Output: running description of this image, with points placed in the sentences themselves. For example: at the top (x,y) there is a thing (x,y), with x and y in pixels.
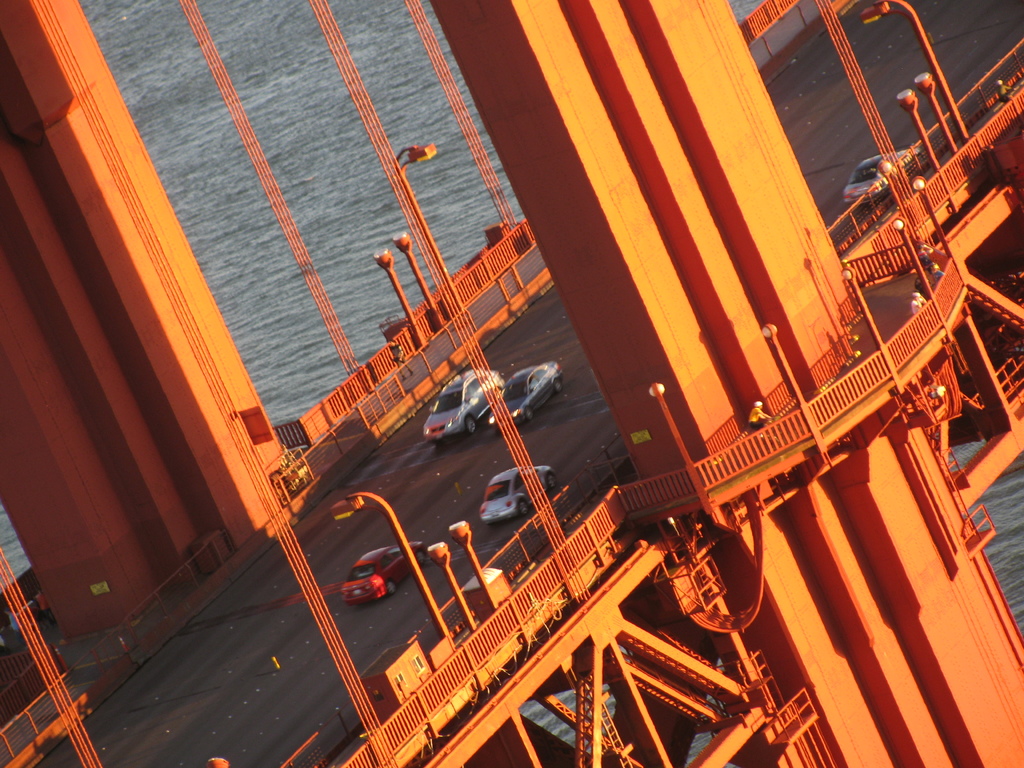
In the middle of this image (447,424) there are few cars (389,550) on a bridge (175,664). On the right (684,307) and left side of the image (114,349) there are two pillars (167,446). Under the bridge (532,689) there are many metal rods (648,706). Beside the road (927,110) there are few light poles (909,101). In the background (366,274), I can see the water (355,191).
